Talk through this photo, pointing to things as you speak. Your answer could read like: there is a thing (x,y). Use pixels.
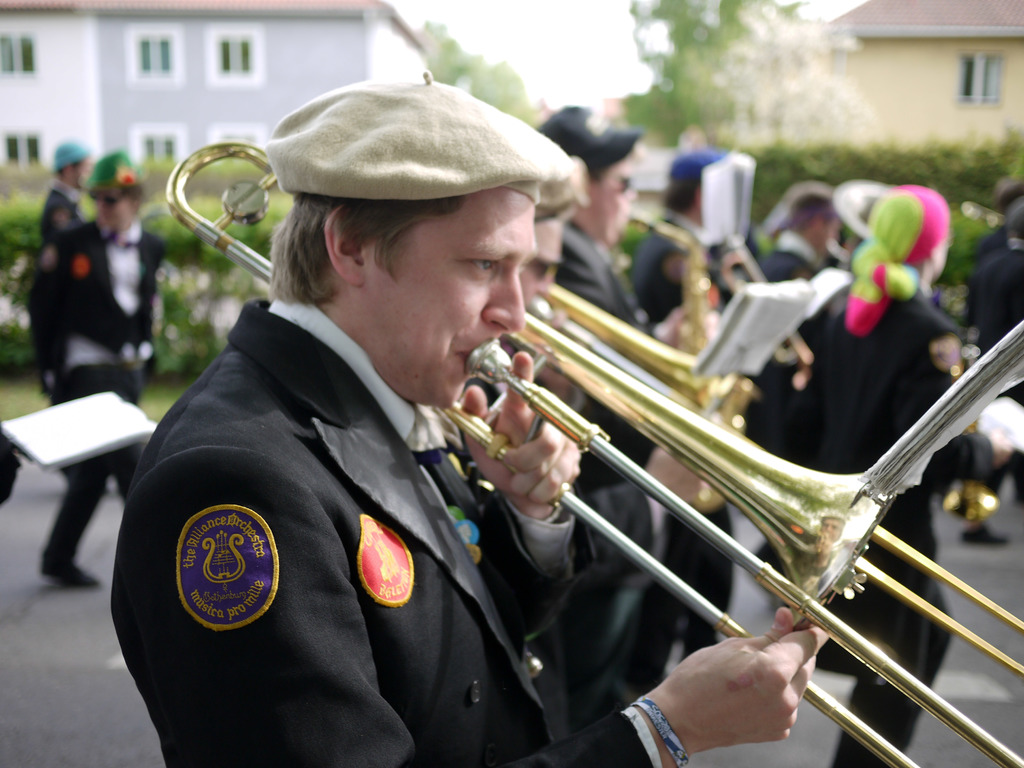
In this image, we can see persons (630,184) wearing clothes (147,344). There are some persons (281,261) playing musical instruments (587,514). In the background (152,429), image is blurred. There is a building (147,52) in the top left (188,28) and in the top right of the image (932,58).
